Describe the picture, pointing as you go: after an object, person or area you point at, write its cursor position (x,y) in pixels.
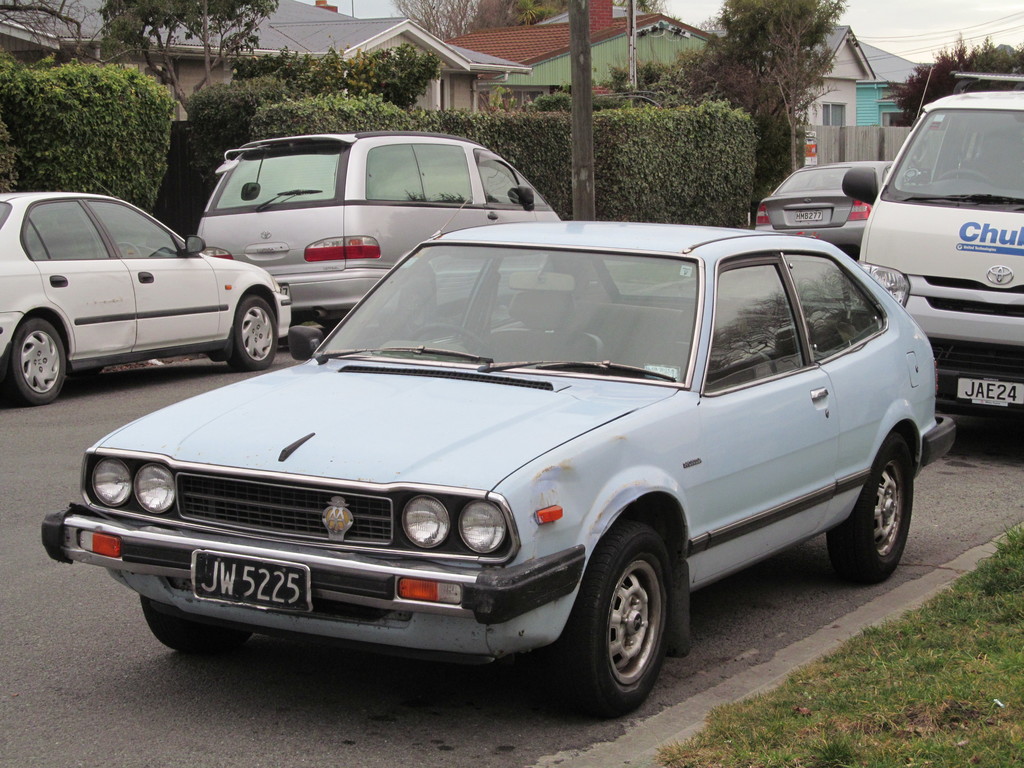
In this image I can see the road (255,698), number of vehicles (463,339) on the road (177,730), some grass (873,634) on the ground (898,641), a pole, few trees (523,125) and few buildings (846,68). In the background (886,12) I can see the sky (897,23).
